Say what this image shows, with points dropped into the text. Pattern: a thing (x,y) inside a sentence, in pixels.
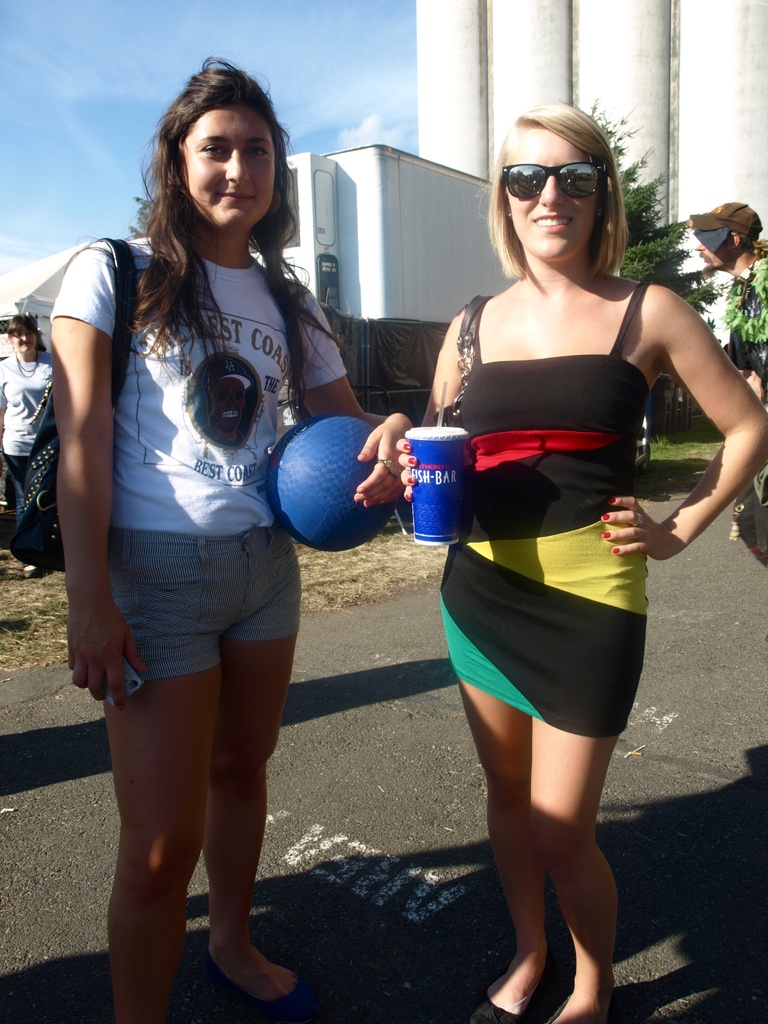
On the left side of the image (112,537) we can see a woman (183,682) wearing white color T-shirt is holding a mobile phone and blue color ball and carrying a backpack (54,506) and standing on the road (460,974) and on the right side of the image (718,420) we can see a woman (552,361) wearing a black color dress (545,534) and glasses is holding a blue color cup (424,513) and standing on the road (460,918). They both are smiling. In the background (27,386), we can see a few more people (20,409), we can see the building (507,0), trees (666,240) and the blue color sky (40,185).
